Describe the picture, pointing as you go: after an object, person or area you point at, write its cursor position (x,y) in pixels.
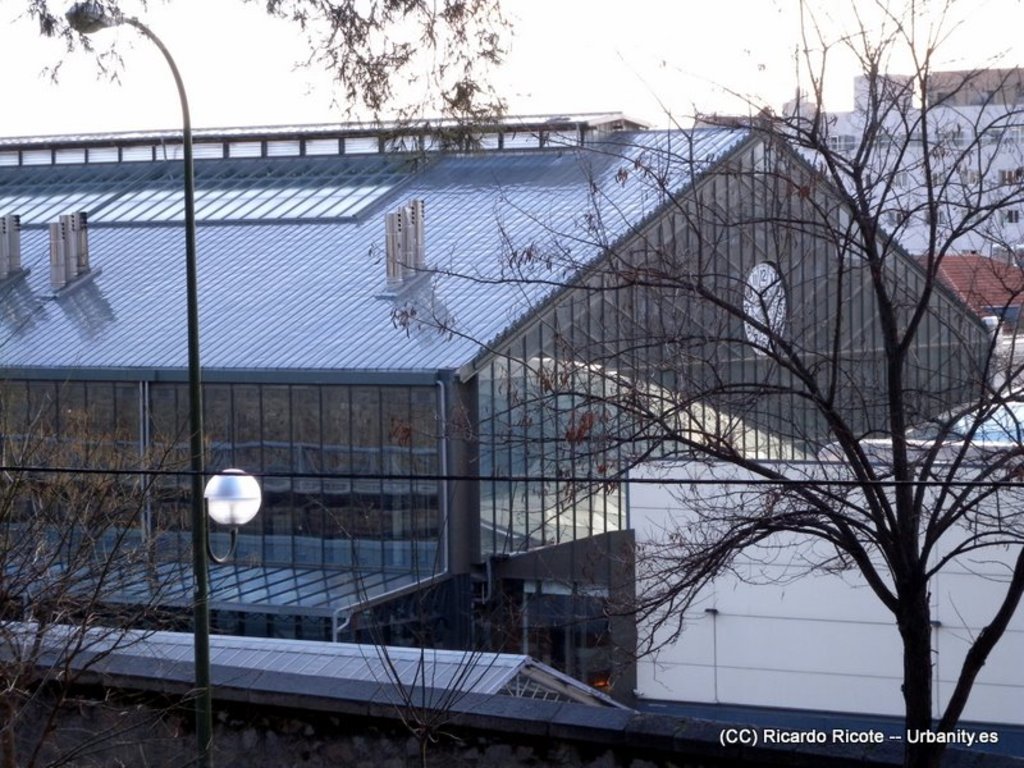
In this image there is a building (282,318) in the background (284,318). At the bottom (196,545) there is a pole (210,552) on the ground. On the right side (876,493) there is a tree (855,546). In the background (944,210) there are buildings (988,176).
